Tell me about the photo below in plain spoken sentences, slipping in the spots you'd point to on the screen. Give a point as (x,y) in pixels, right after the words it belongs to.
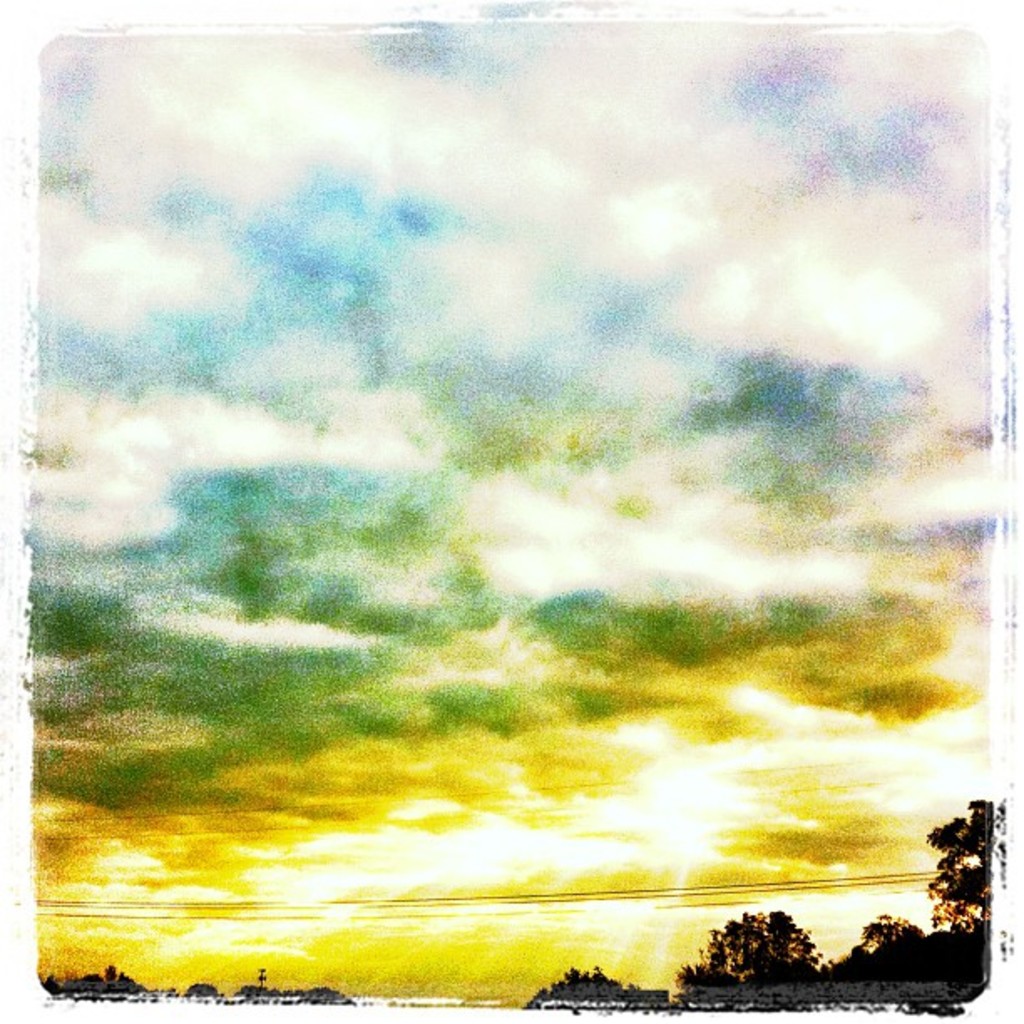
In this picture we can see few trees (887,942), cables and clouds (394,732).
